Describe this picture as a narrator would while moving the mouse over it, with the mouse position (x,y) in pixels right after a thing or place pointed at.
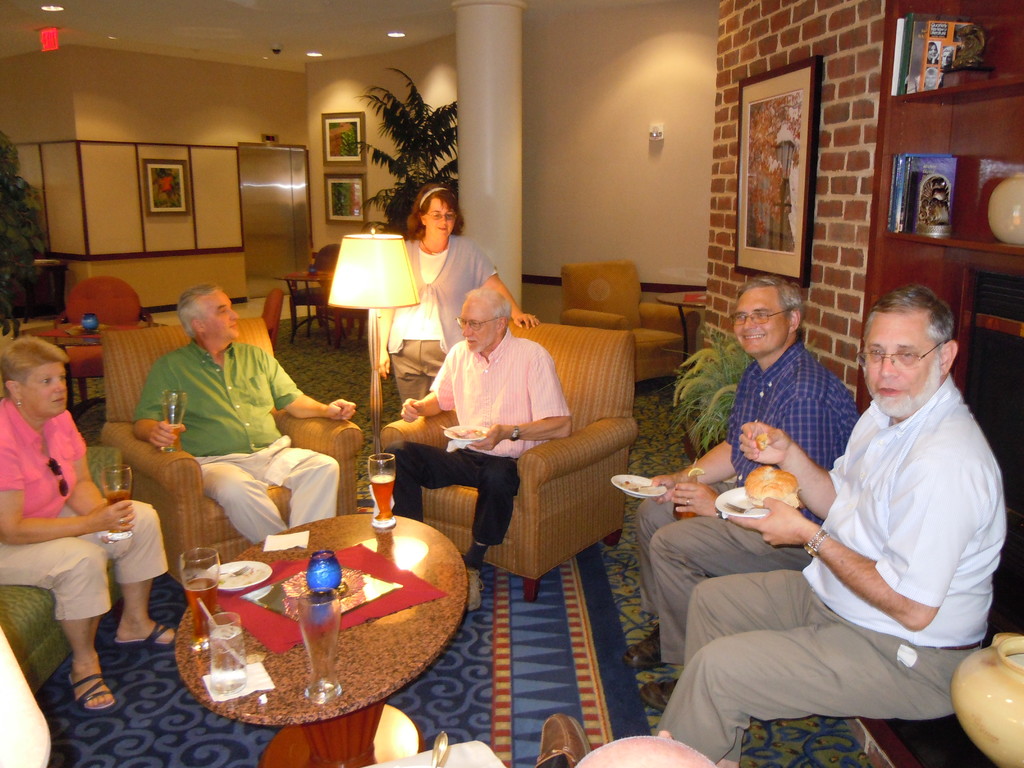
in this picture we can see a group of people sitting on a chair (590,343), and at back (428,306) a woman (439,293) is standing on the floor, and in front (406,543) there are wine glass (315,601) and plate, other objects (302,579) on the table (355,536), and here there is a wall (737,152) made of bricks (822,43), and a photo frame (816,134) on it, and to opposite there is a pillar (516,130), and at back (412,127) there is a tree (426,130), and at top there are lights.
